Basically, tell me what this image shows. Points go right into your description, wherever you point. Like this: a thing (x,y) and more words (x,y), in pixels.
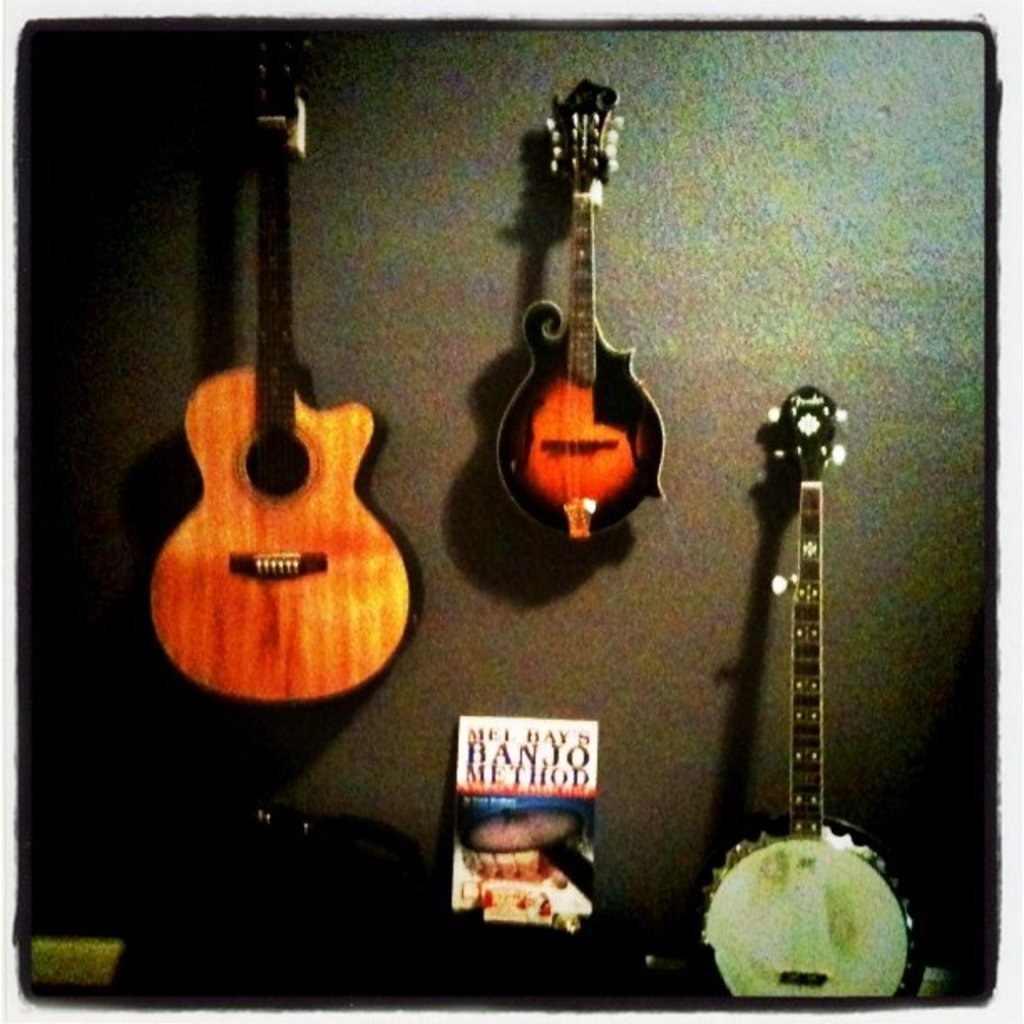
In a given image we can see many musical instruments (297,509). This is a guitar (242,527) and a book (511,848).
